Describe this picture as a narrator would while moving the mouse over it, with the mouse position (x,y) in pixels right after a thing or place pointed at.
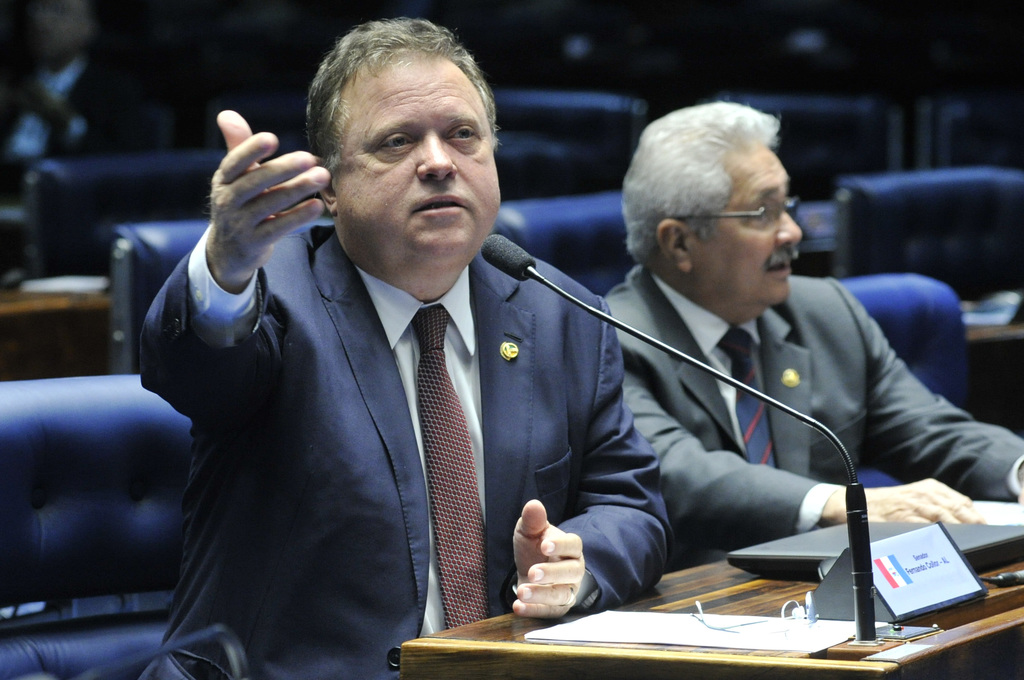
In this image there are two persons (357,410) sitting on their chairs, in front of them there is a table (880,676). On the table (761,580) there is a laptop (961,534), mic (862,531), name plate (903,572) and few papers (668,638), behind them there are few empty chairs (53,187).
